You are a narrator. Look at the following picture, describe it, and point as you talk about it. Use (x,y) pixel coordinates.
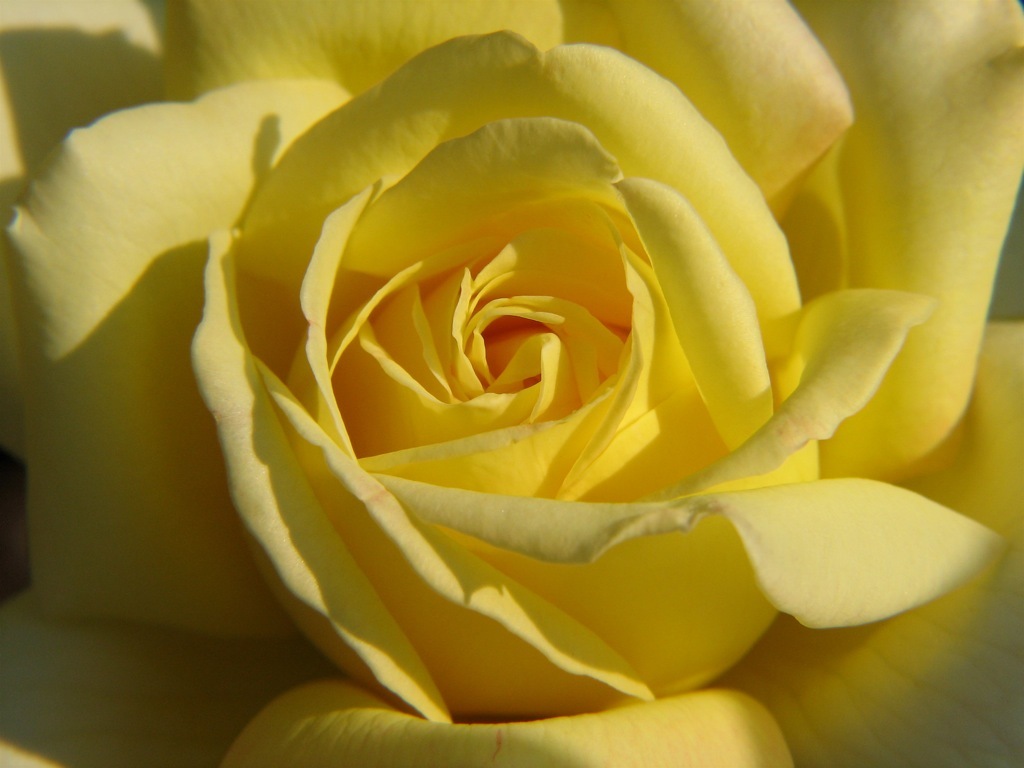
In this image I can see a yellow colour rose (464,335).
